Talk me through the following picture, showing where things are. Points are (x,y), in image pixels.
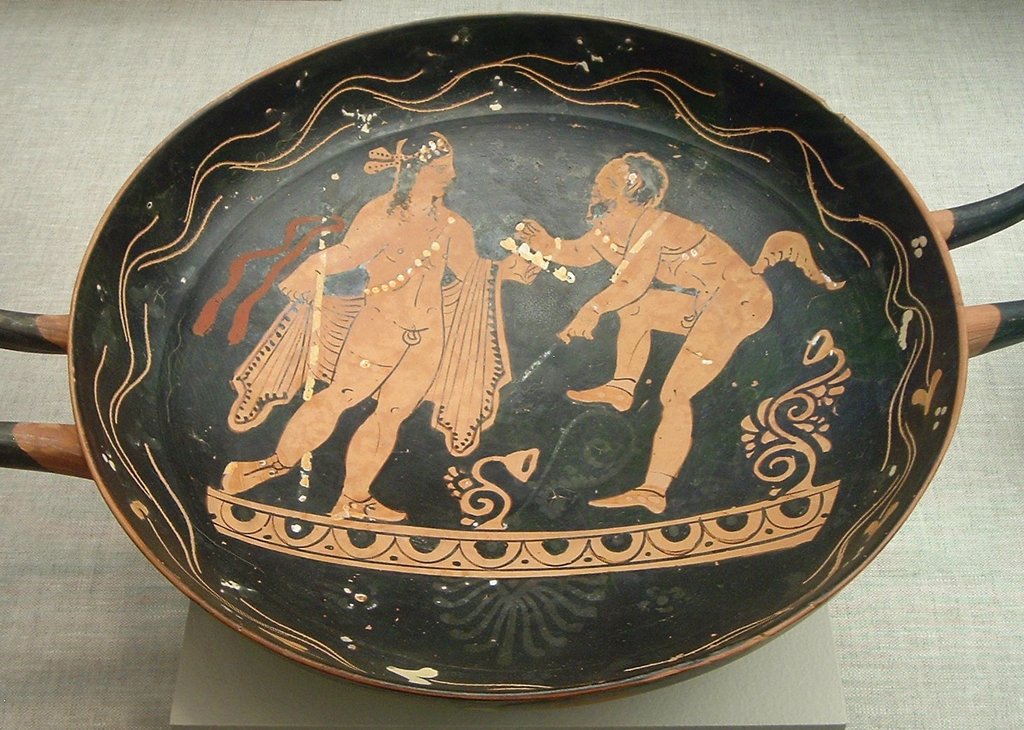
In this image, we can see a stand (229,719). On that stand (225,719), we can see a pan (781,516), on that pan (592,244), we can see two men (678,303). In the background (968,50), we can also see gray color.
